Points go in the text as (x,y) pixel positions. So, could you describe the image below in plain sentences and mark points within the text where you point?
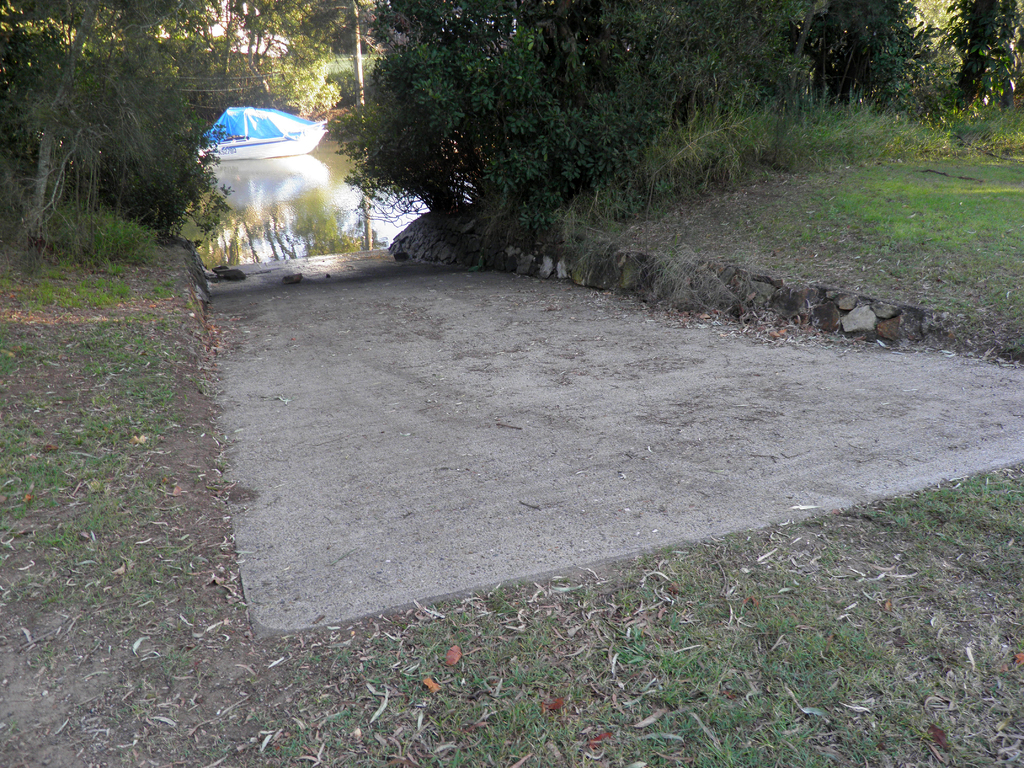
In this picture we can see a boat (290,131) on the water surface (281,192), around we can see full of trees (474,123) and plants (64,141) and we can see a slope area (396,469).
